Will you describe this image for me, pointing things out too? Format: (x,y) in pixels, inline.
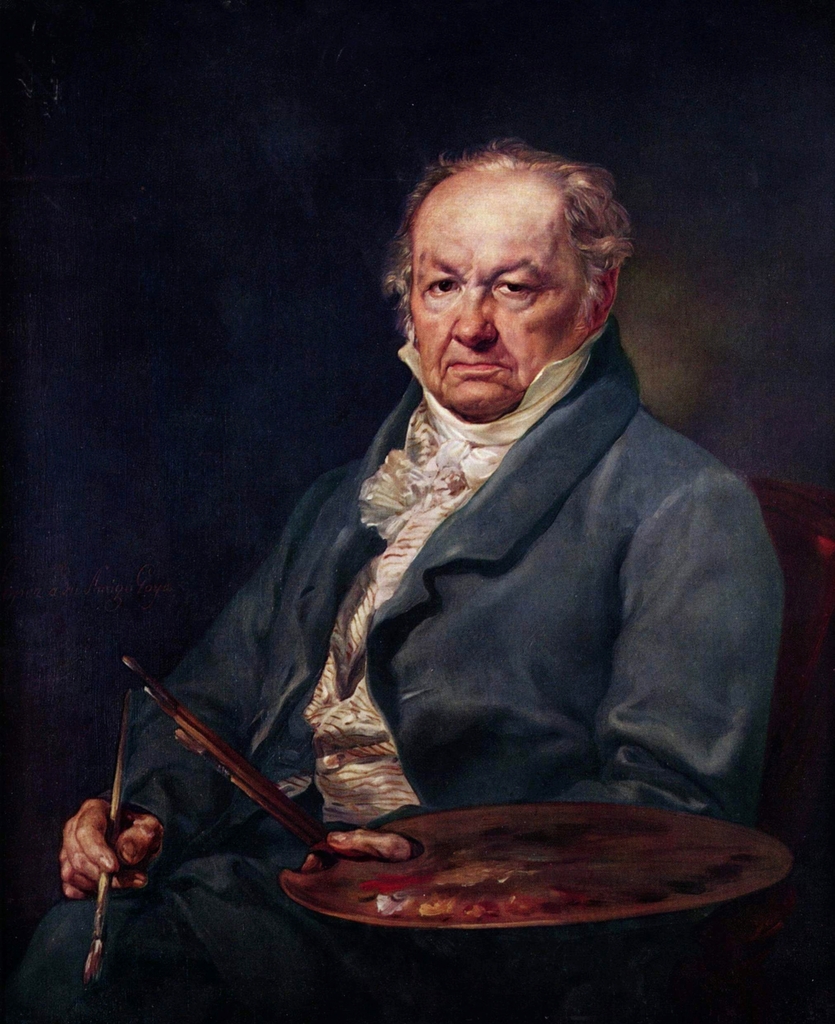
In this picture we can see a man (329,716) sitting and holding a paintbrush (124,737), paint palette (339,889) with his hands (308,865) and in the background (213,251) it is dark.
